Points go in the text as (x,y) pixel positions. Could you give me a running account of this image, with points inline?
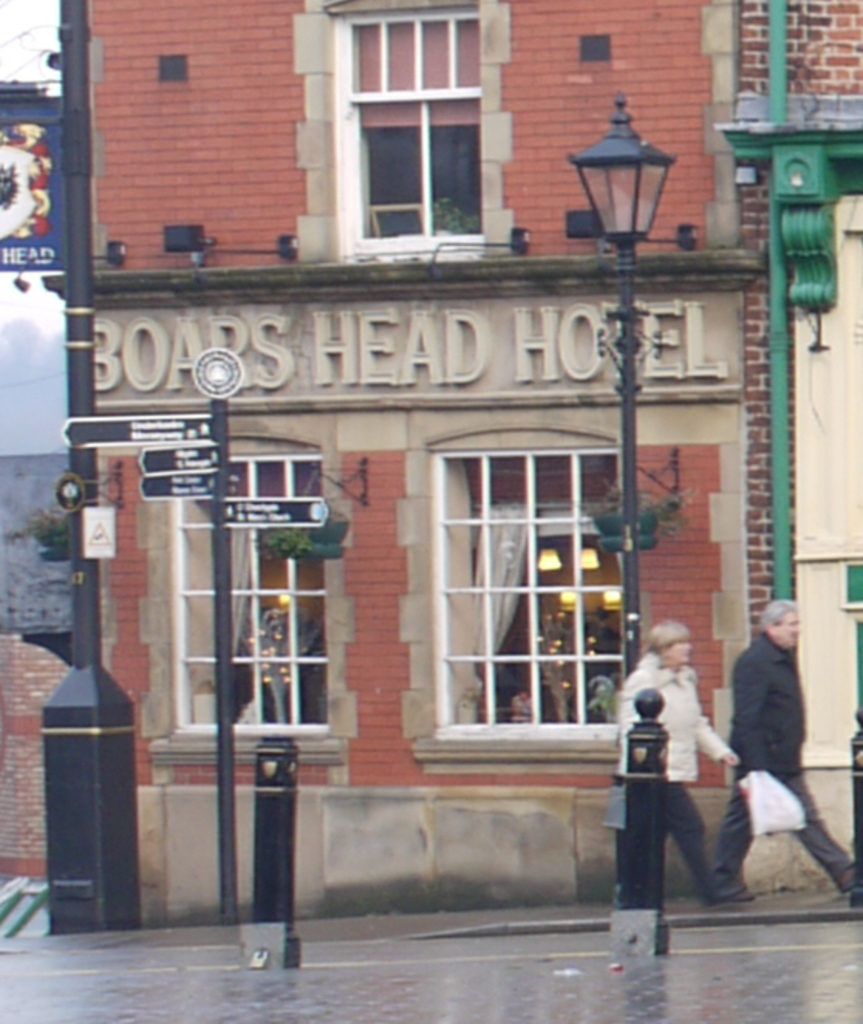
In this image we can see a man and a woman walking on the ground (418,978). In that a man (831,848) is holding a cover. We can also see some poles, a street sign (201,478), a lamp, a building (158,857) with windows (450,701) and the sky (11,12).
